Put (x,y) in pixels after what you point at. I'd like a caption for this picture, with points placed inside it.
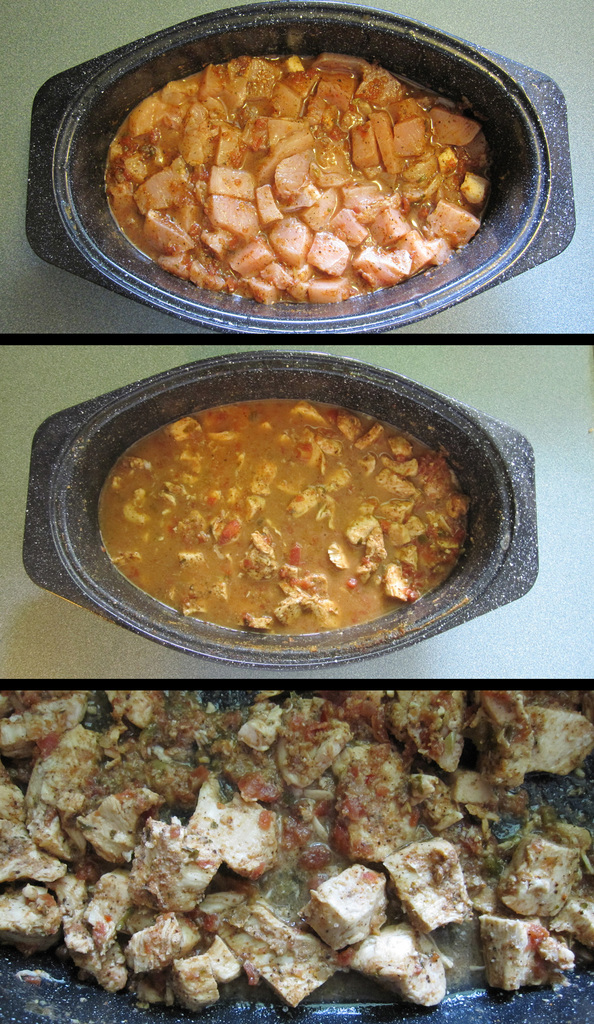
In this image I can see different curries (219,439). We can see black color bowl (387,313). I can see collage image.
